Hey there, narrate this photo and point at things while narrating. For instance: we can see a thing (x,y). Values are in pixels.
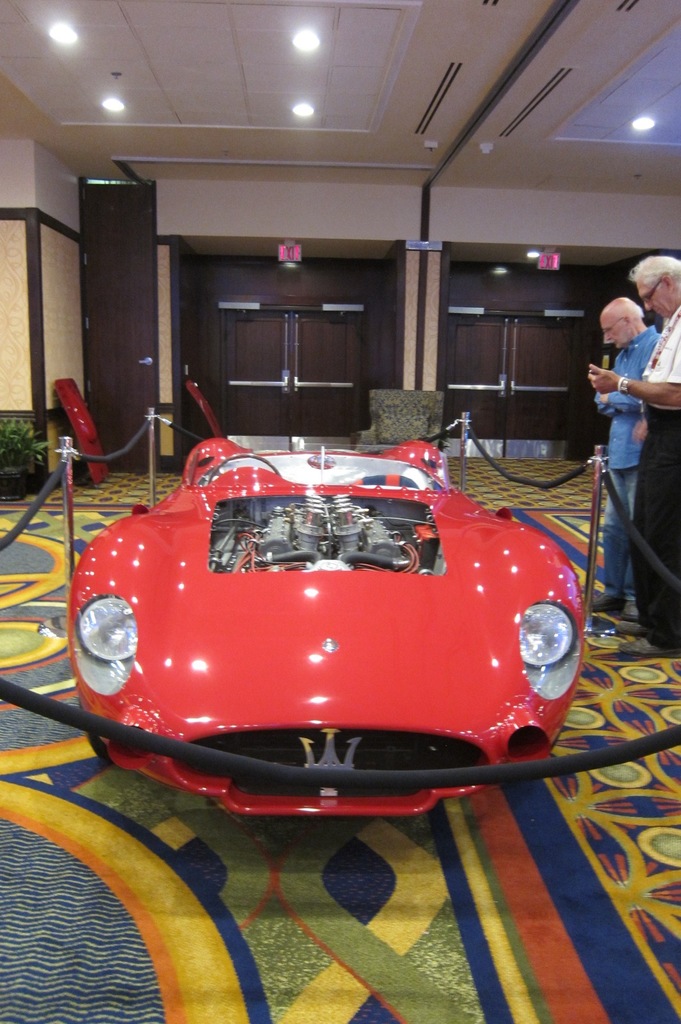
This picture might be taken inside the room (474,854). In this image, in the middle (359,511), we can see a car (373,541) which is in red color. On the right side (636,475), we can see two men (647,270) are standing in front of the ropes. In the background (134,354), we can see a plank (249,361), wall (39,420). At the top (286,45), we can see a ceiling (428,52) with lights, at the bottom (158,895), we can see a mat (34,808).
